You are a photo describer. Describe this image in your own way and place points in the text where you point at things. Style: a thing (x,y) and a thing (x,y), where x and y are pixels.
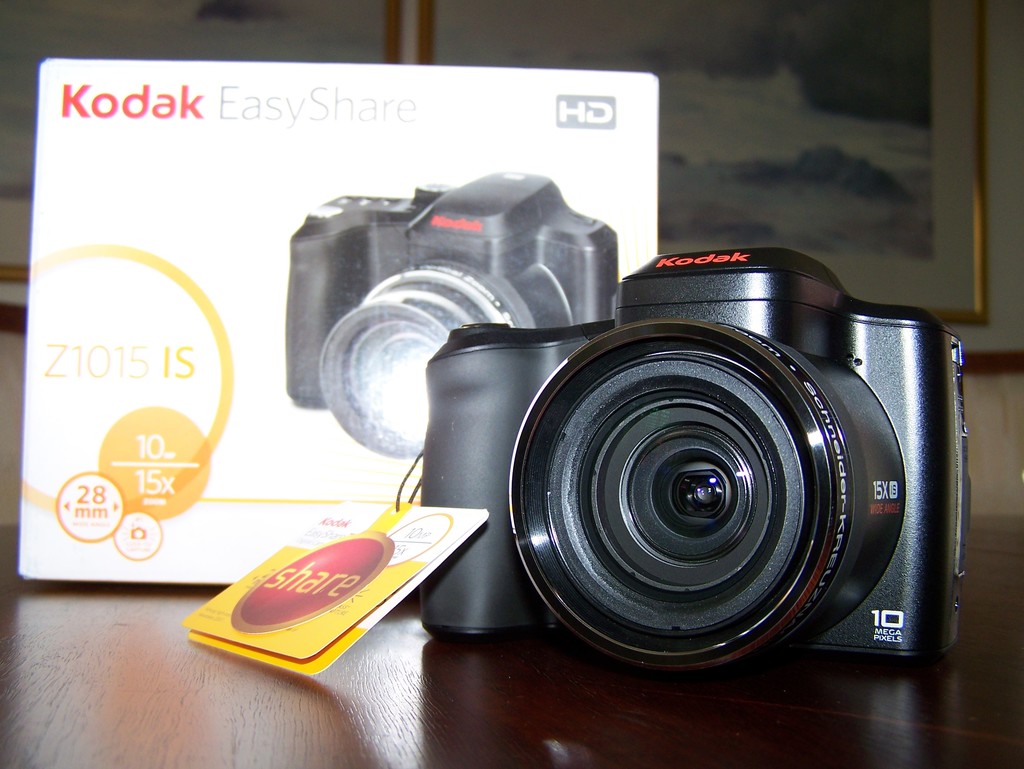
On the right side (843,373), there is a camera (795,344) having two cards (341,538) placed on a wooden surface (603,665). Behind this camera (438,468), there is a poster (53,221) placed on this surface (149,585). In the background (739,68), there is a photo frame (833,45) attached to the wall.
